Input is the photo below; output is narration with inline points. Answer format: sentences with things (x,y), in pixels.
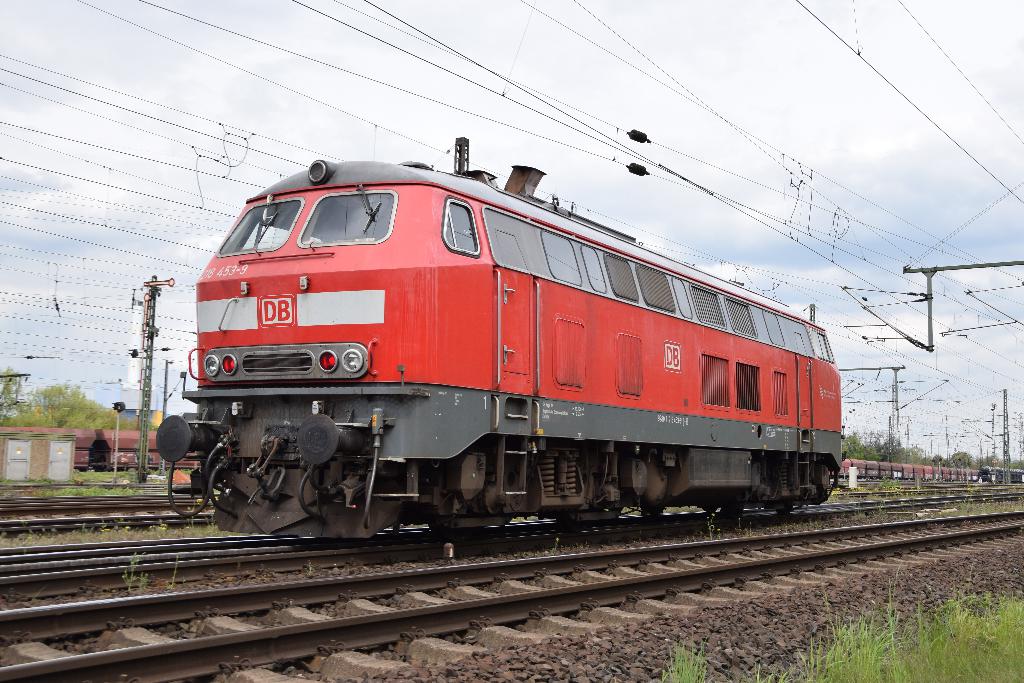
In this image I can see few trains (615,451) on the railway tracks (212,680). I can see few current poles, wires (39,131), trees (44,412), small stones (650,665) and the green grass (884,651). The sky (649,227) is in white and blue color.
